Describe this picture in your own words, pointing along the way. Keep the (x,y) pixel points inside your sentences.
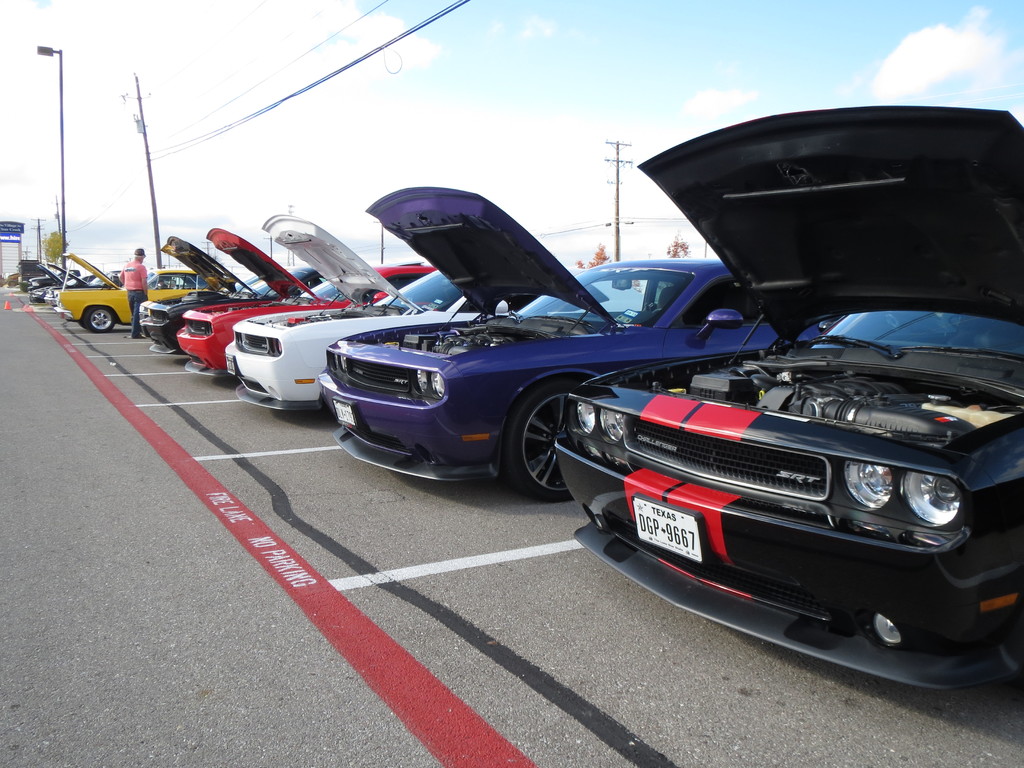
In this image we can see some cars (923,523) on the road (248,537), some text (280,553) on the road (530,672), some number plates (659,529) attached to the cars (251,376), few objects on the road (55,331), one board (10,254) with text (15,230), one object (10,261) on the left side of the image (15,278), some trees (48,244) in the background (55,255), some poles (616,163) with wires (641,218), some objects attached to the poles (617,212), one man (136,260) standing near the car (167,293) and at the top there is the sky (34,254).
